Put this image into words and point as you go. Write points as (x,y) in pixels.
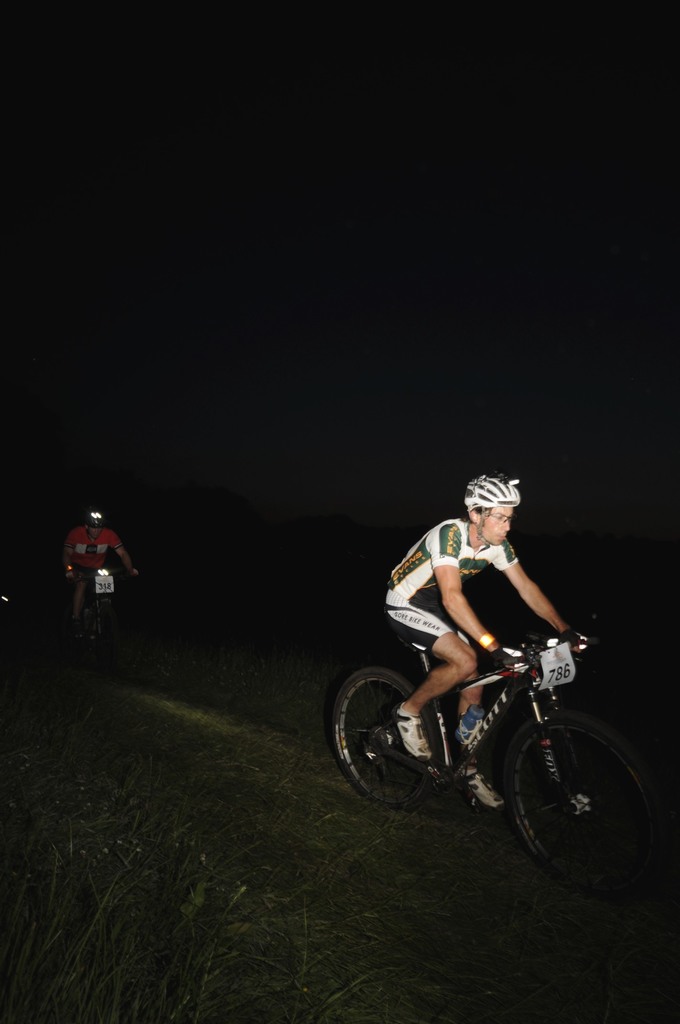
In this picture couple of men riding bicycles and they are wearing helmets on their heads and I can see dark background (240,50).
